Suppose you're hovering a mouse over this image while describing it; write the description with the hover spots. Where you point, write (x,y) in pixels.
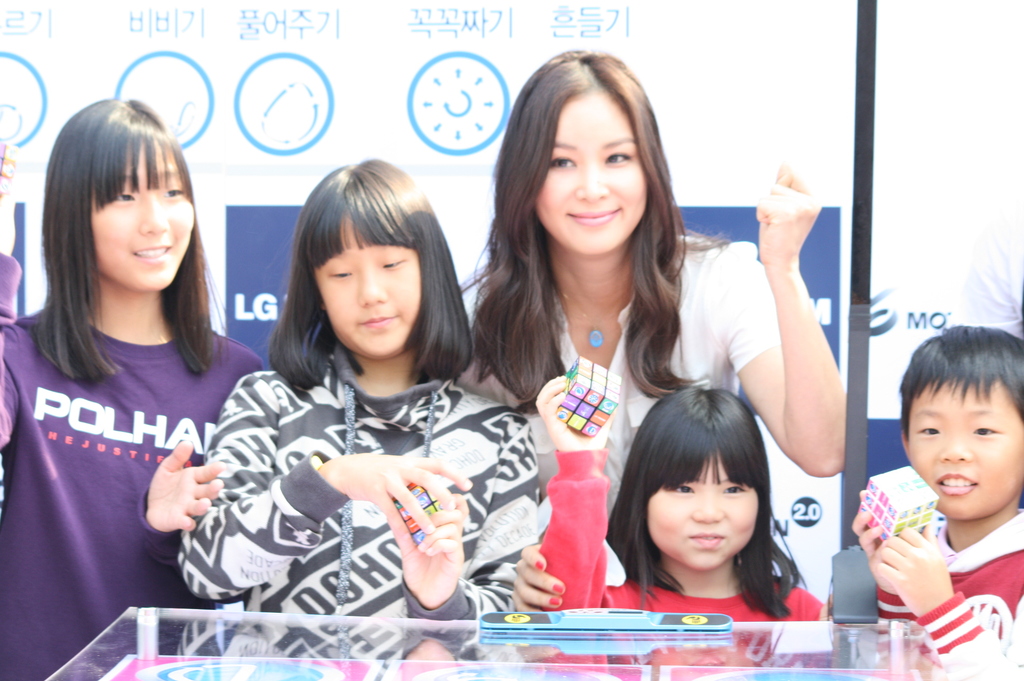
In this image there are kids (681,470) and a woman (527,302) standing. The kids (559,457) are holding rubik's cube (423,500) in their hands (870,535). In front of them there is a glass table (629,660). There is an object (595,629) on the table (801,659). Behind them there is a banner (514,72). There are logos (282,149) and text (327,16) on the banners (282,14). The woman (562,161) is smiling in the image.
